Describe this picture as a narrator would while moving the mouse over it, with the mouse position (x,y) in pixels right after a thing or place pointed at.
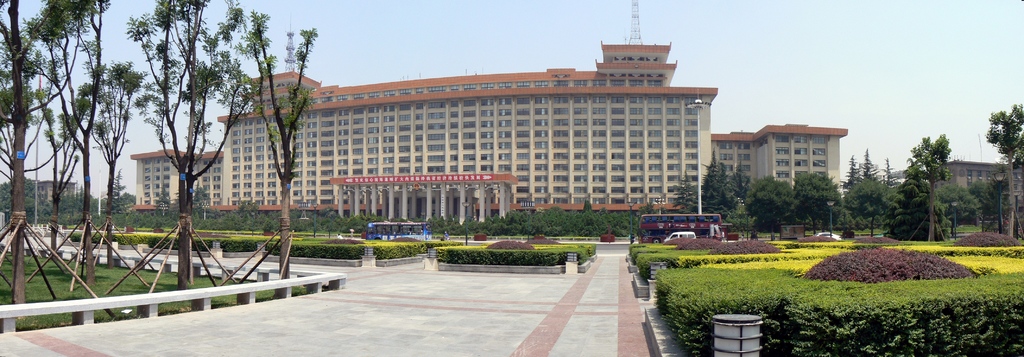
In this image, we can see buildings (606,191), walls (762,156), pillars (383,197), trees (867,185), vehicles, plants (696,267), walkways (228,259), light poles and few objects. In the background (769,92), there is the sky (845,54). Top of the image (289,30), we can see towers (288,49).
